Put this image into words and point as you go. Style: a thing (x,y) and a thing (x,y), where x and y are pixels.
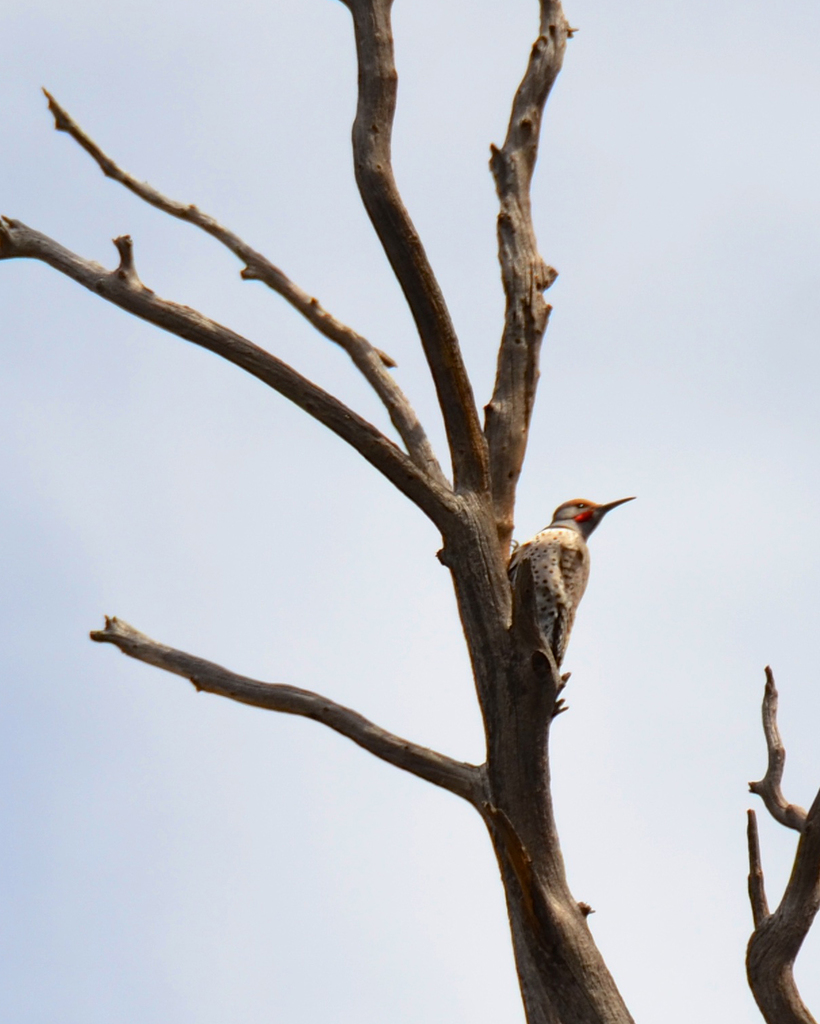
In this picture there is a brown color bird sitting on the dry tree branch (524,271).
